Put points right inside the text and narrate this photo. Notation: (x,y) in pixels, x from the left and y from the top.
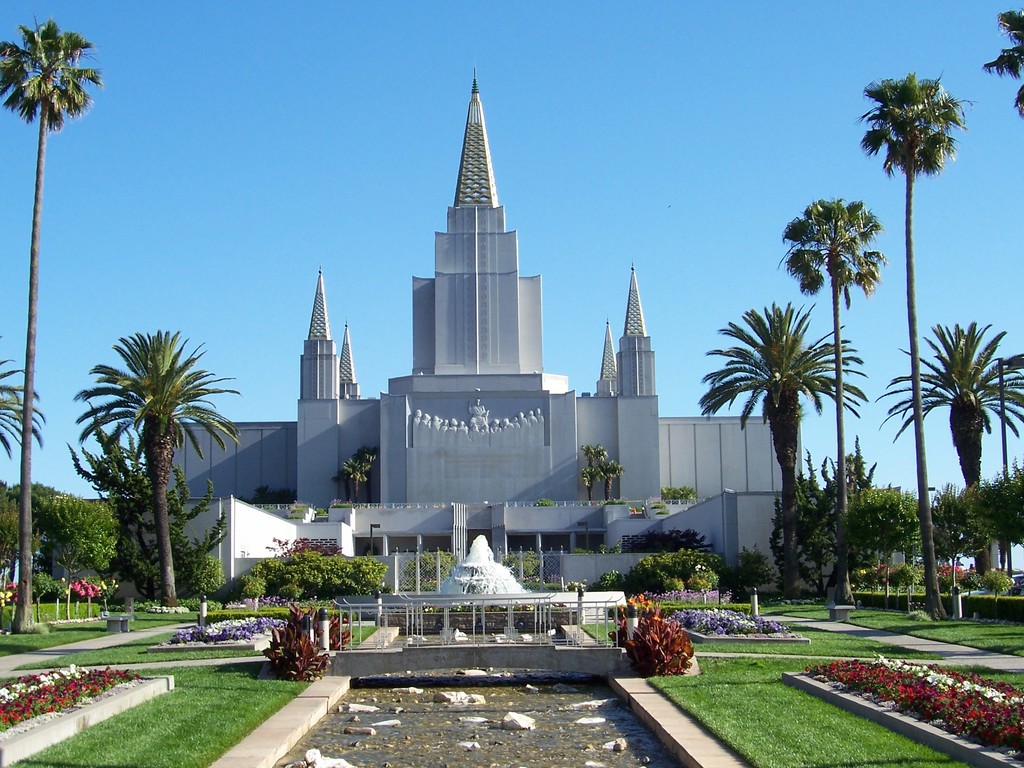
There is a building (533,396). In front of the building (492,528) there is a fountain (489,569). Near to the building (389,521) there are trees (165,501), grass lawn (738,669) and flowering plants (882,684). In the background (585,152) there is sky (453,136).
